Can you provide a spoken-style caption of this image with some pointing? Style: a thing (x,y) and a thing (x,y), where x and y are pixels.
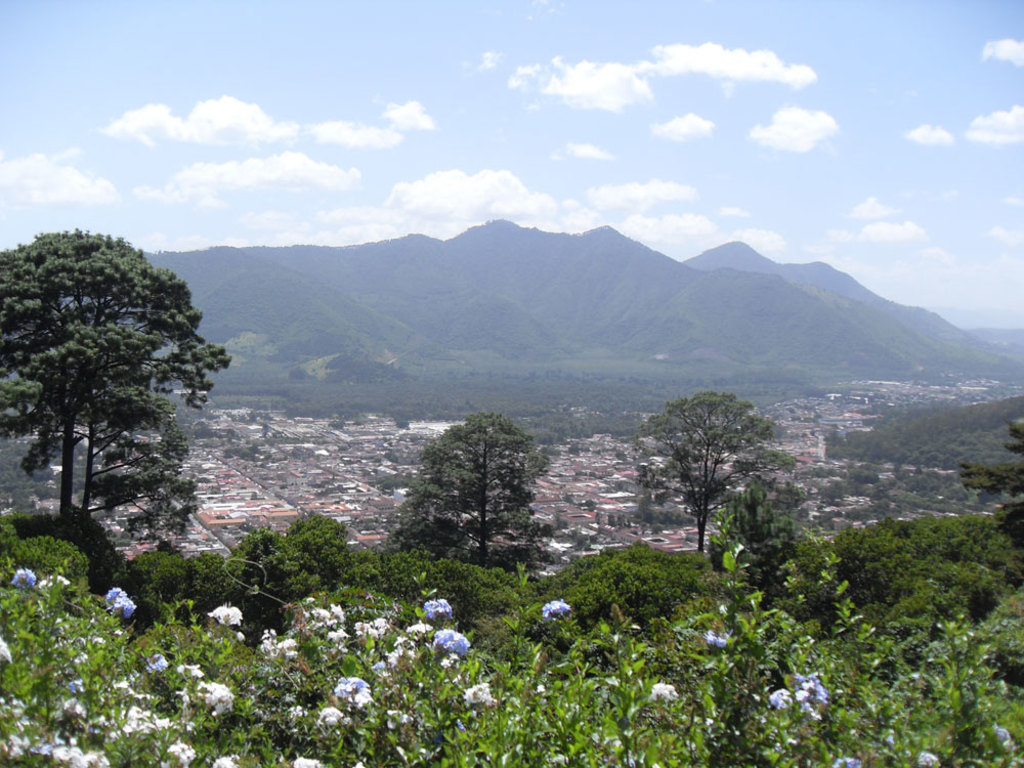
This picture is clicked outside. In the foreground (53,643) we can see the flowers (465,645) and the green leaves (607,619) and we can see the trees (521,444). In the center (370,473) we can see the group of houses (786,415) and we can see the hills (617,307), green grass (424,349) and many other objects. In the background (543,116) we can see the sky (525,106) with the clouds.
